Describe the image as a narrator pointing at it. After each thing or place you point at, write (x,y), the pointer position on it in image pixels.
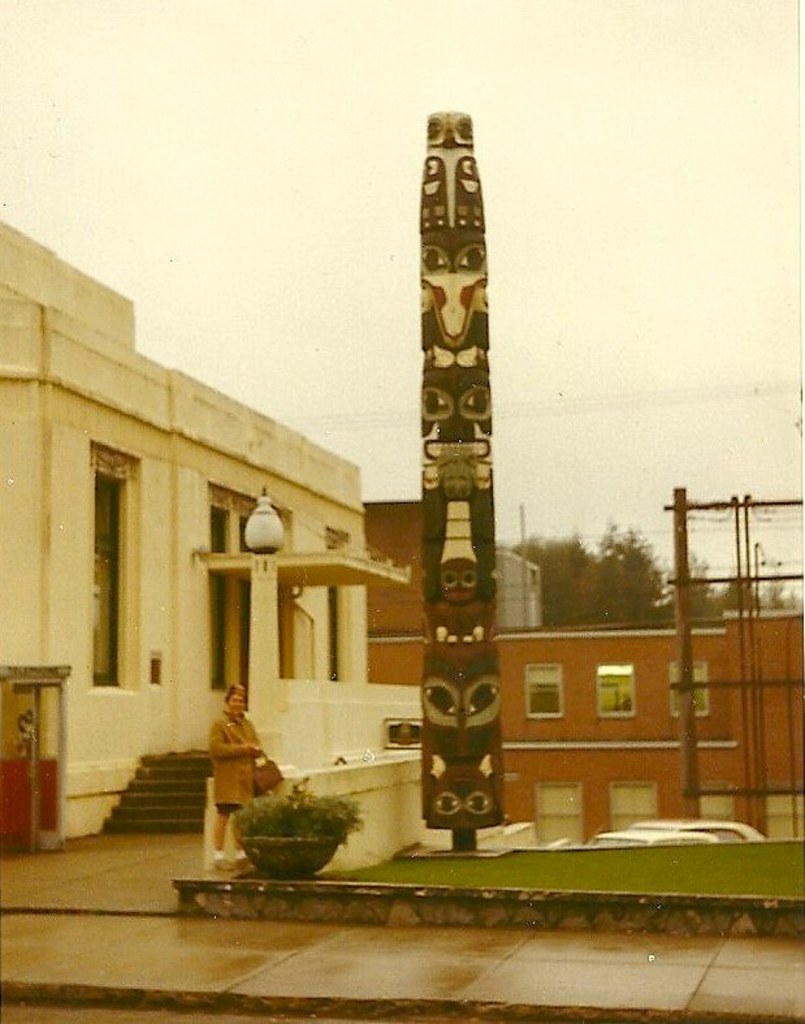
In this image we can see a person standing and to the side there is a statue (459,184) and we can see potted plant (300,830). There are some buildings (348,857) and trees (603,552) and at the top (324,125) we can see the sky (195,171).
